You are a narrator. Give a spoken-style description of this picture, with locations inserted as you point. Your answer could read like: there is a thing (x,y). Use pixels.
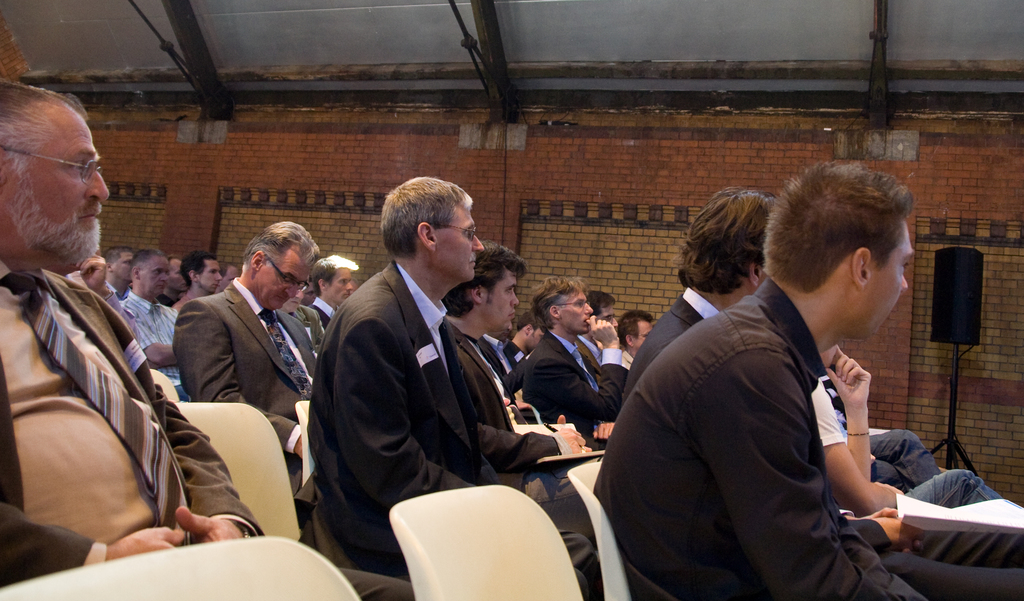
People (578,302) are sitting on chairs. One person (723,429) is holding a paper (1000,523). In-front of this brick wall (931,177) there is a speaker (957,281). Another person (508,432) is holding a pen (545,423) and book (525,432). Most of the people (414,354) wore suits (391,391).
